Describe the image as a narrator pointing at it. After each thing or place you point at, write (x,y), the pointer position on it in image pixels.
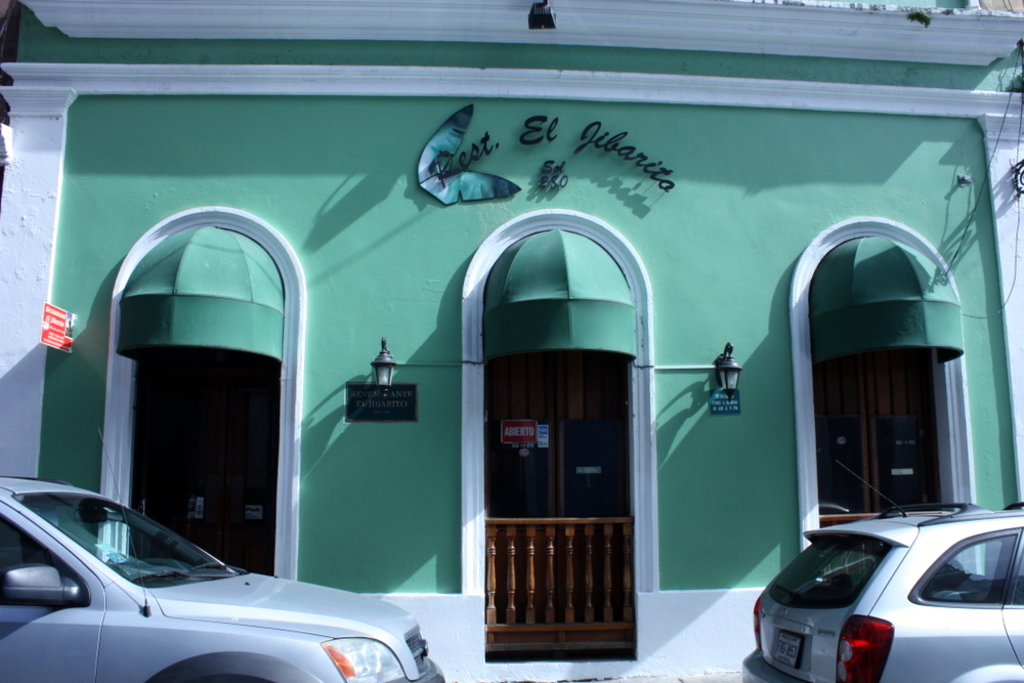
In this picture we can see vehicles (402,619), doors (889,430), name boards (63,345), lamps (729,385), building (310,198), fence (568,577) and some objects (7,148).
